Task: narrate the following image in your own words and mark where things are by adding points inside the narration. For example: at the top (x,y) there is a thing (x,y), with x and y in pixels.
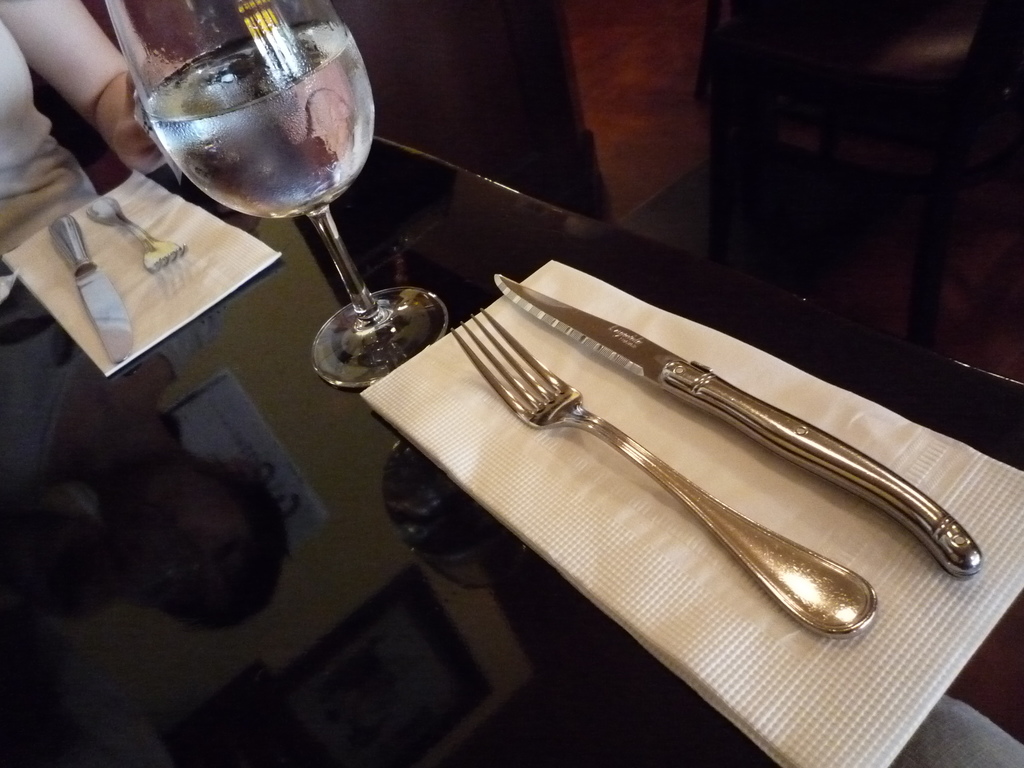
In the image there is a table (307,523) and on the table (359,263) there is a glass (203,183), forks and knives (79,238). A person (48,216) is sitting in front of the table (330,262).
